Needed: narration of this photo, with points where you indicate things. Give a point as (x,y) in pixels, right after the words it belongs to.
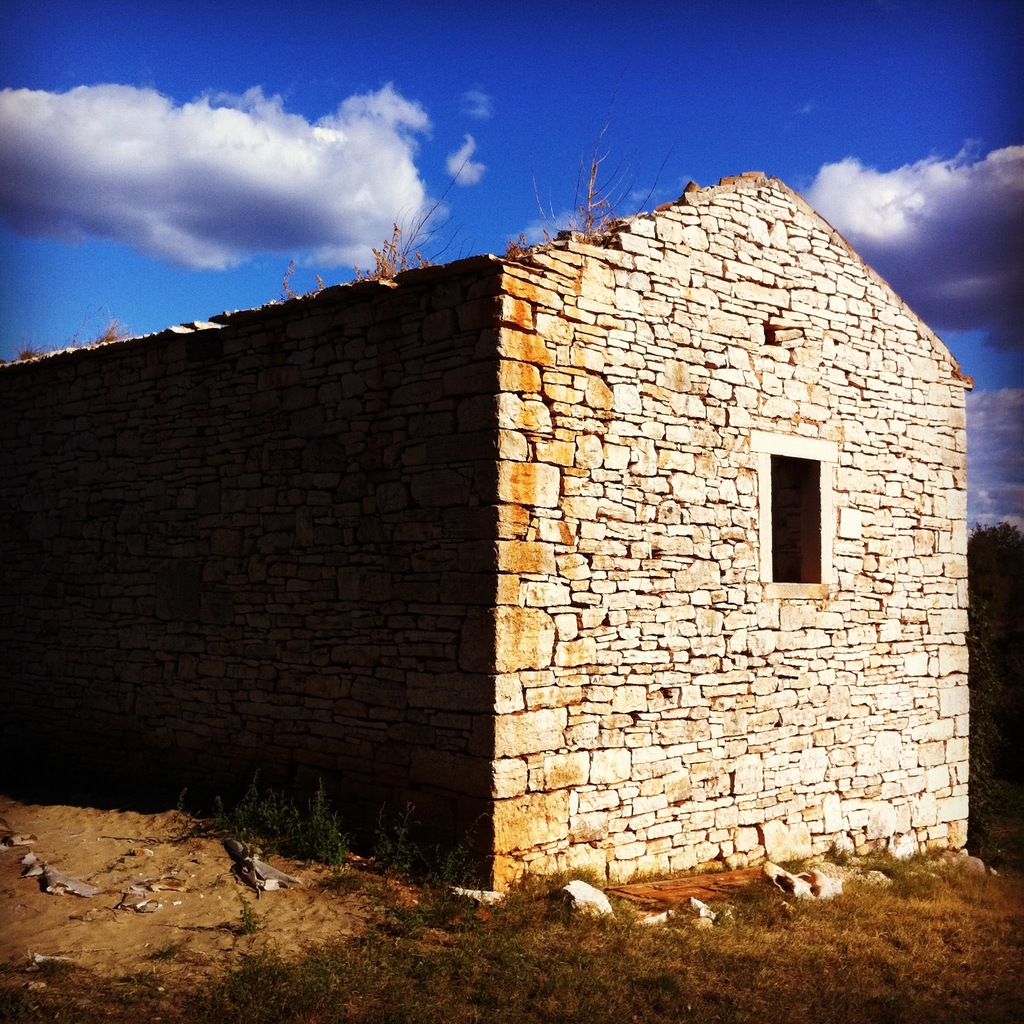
In the foreground of this image (477,570), in the middle (584,543), there is a house (572,620) with brick wall (608,610) and a window (822,553). At the bottom (549,964), there is grass (270,962) and a land (216,933). At the top (590,68), there is the sky (703,68) and the cloud (239,165).
